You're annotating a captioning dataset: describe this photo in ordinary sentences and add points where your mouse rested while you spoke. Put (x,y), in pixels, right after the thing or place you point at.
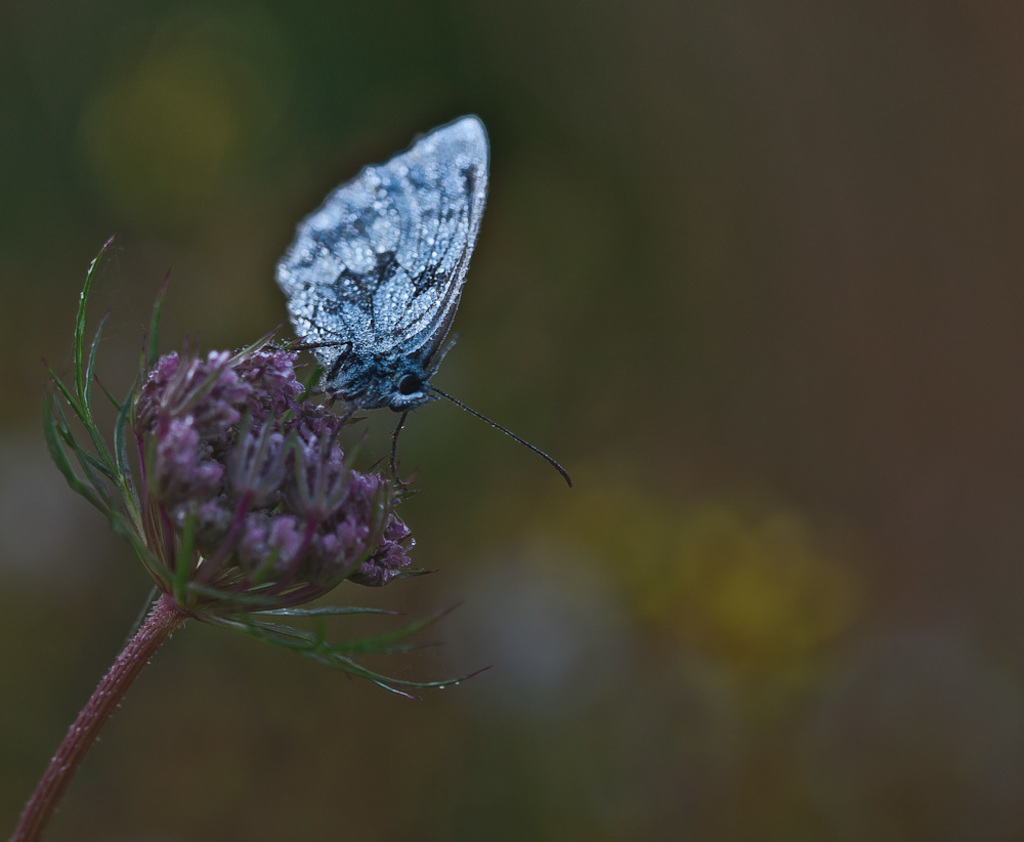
In the image in the center (358,488) we can see one flower (178,506). On the flower (248,561), we can see one silver color butterfly (327,361).
